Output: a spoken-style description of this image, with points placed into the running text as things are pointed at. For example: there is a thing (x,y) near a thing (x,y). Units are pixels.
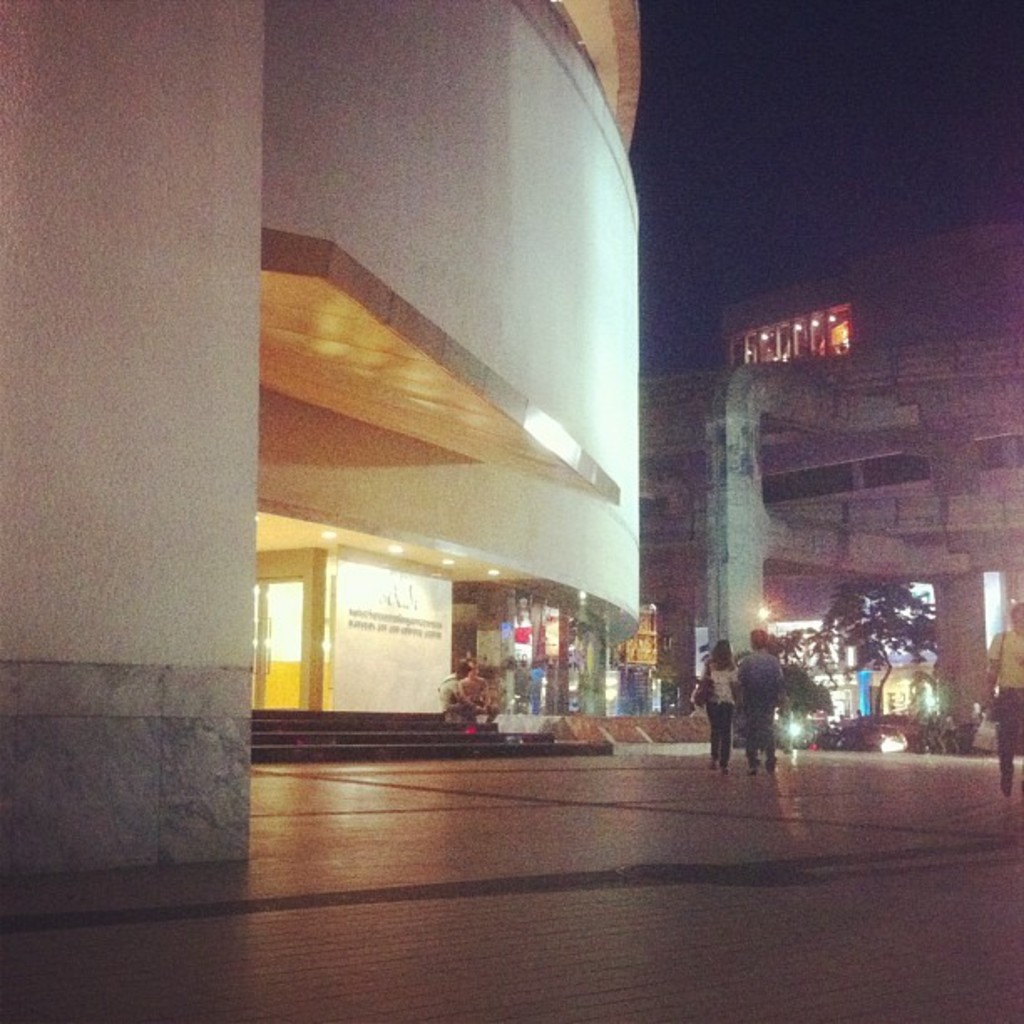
In this image I can see few people (749,715) where one is sitting and rest all are standing. I can also see few buildings (624,596), number of lights (852,655), few trees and in the centre of the image (365,645) I can see something is written on the building's wall (393,638).
